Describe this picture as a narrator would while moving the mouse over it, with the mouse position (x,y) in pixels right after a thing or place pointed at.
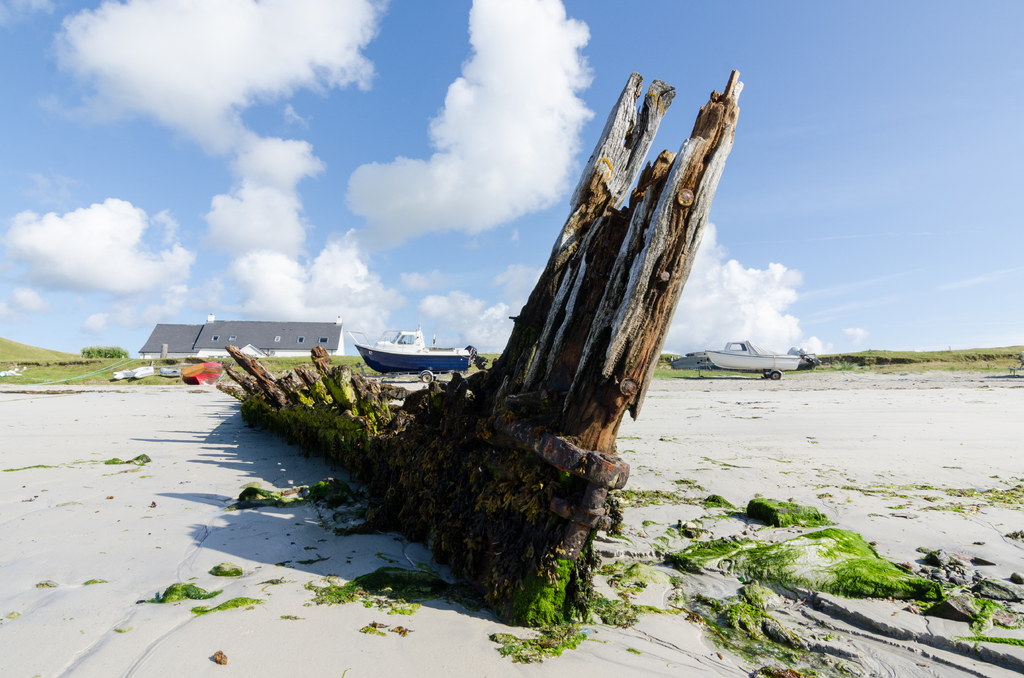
As we can see in the image there is a shipwreck (565,387), boats (390,346), buildings (289,327), sky (344,228) and clouds (502,84).
